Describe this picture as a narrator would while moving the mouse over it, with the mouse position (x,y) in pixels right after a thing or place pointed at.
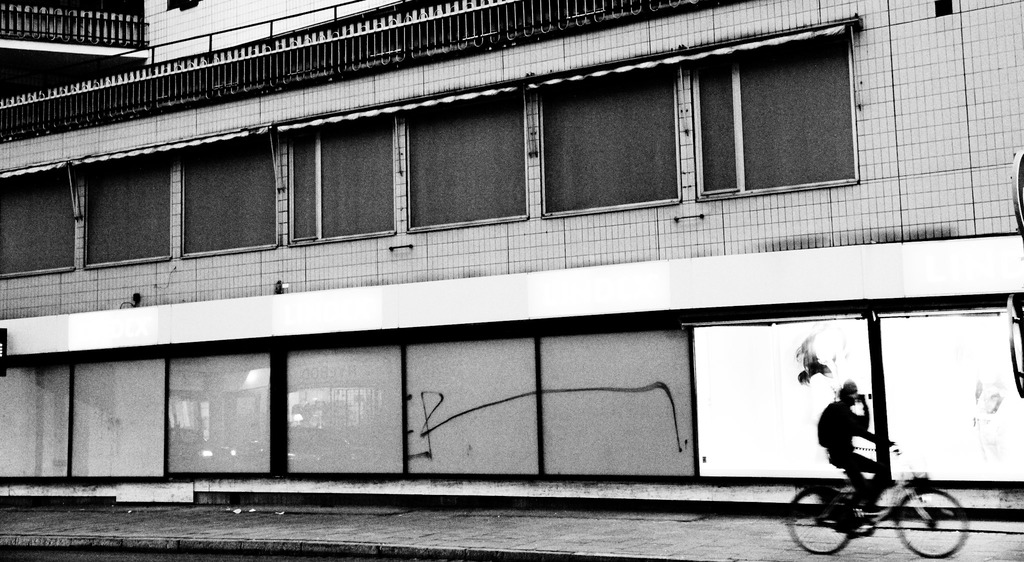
In this picture we can see a bicycle (824,525) on the ground (442,532) and on this bicycle (815,520) we can see a person (876,439) and in the background (293,60) we can see a building (509,56), railings (219,94) and some objects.
